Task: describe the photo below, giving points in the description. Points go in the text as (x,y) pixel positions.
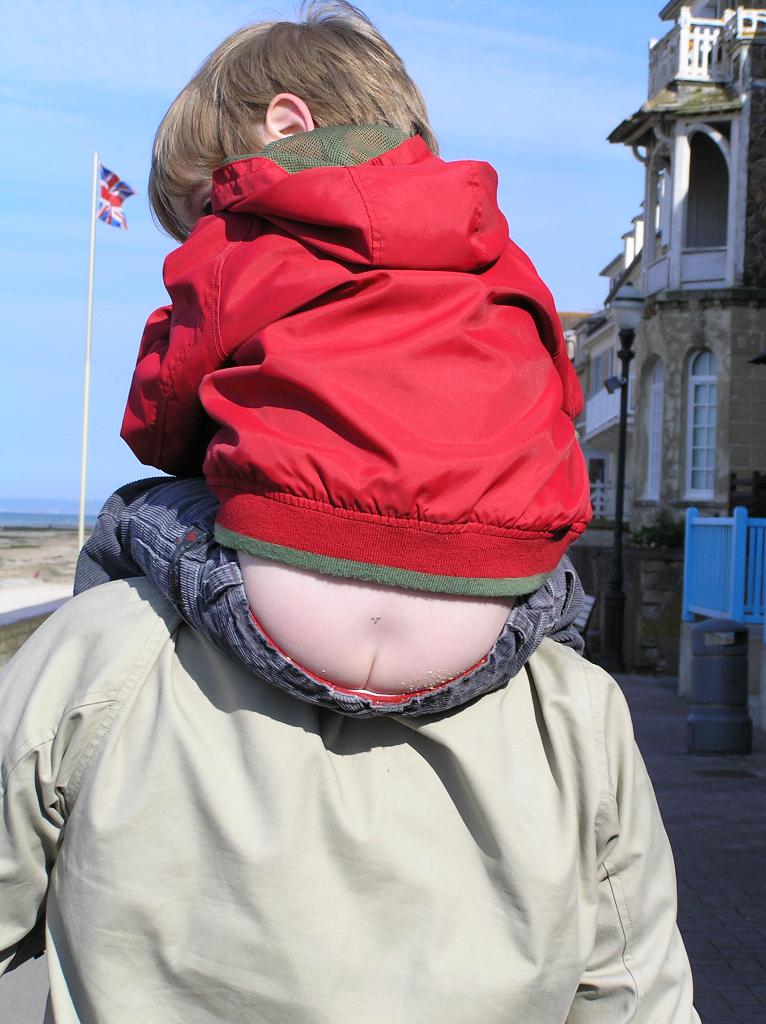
In this image I see a person (656,921) and I see a child (339,314) who is on that person (58,641) and I see that the child (346,545) is wearing red color jacket (330,399) and blue jeans (216,568). In the background (611,501) I see the buildings (735,98) and I see the flag (122,189) which is of red and blue in color and this flag (106,171) is on this pole (86,410) and I see the sky (503,118).
